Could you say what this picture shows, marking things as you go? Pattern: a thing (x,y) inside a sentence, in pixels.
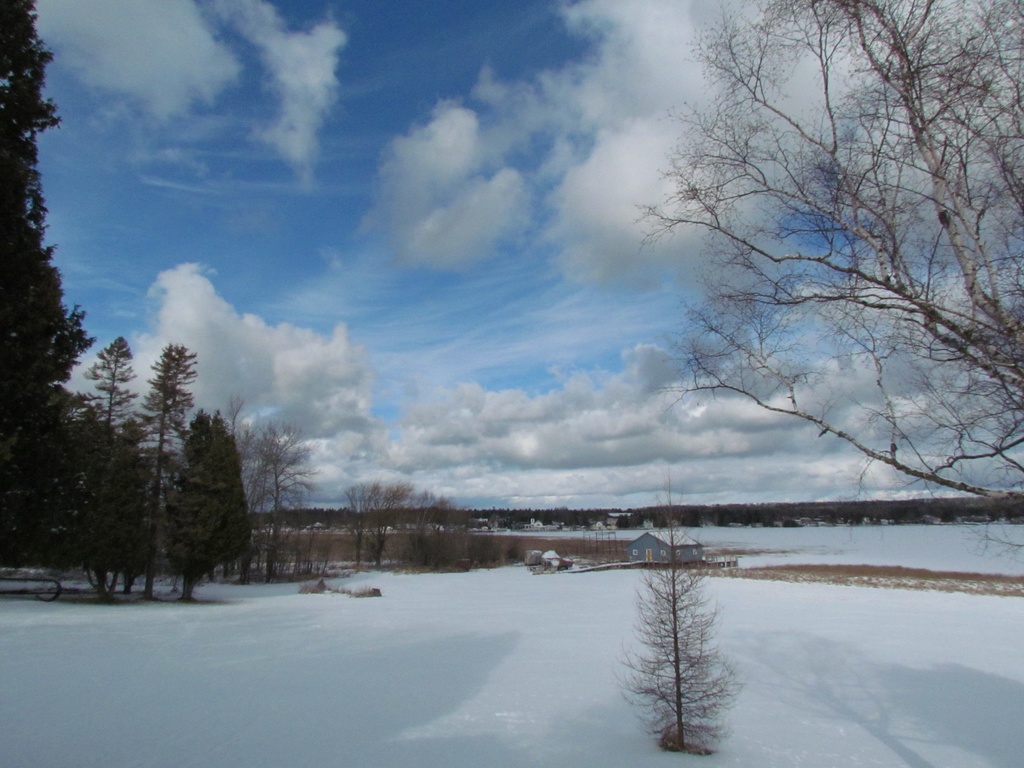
We can see trees (374,526), snow (958,625) and plant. Afar we can see house (635,547) and we can see sky (480,359) with clouds (429,380).
